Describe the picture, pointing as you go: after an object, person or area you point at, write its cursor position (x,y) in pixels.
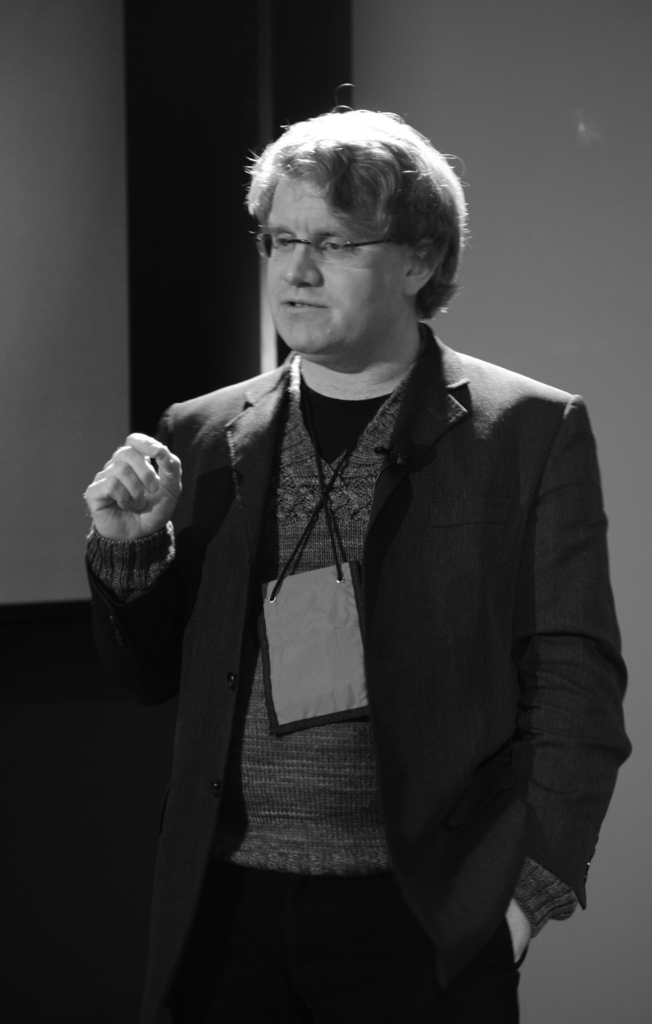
It is a black and white picture. In the center of the image (382,602) we can see a person (386,680) is standing and he is in a different costume (394,583). In the background (567,356) there is a wall (567,356).
